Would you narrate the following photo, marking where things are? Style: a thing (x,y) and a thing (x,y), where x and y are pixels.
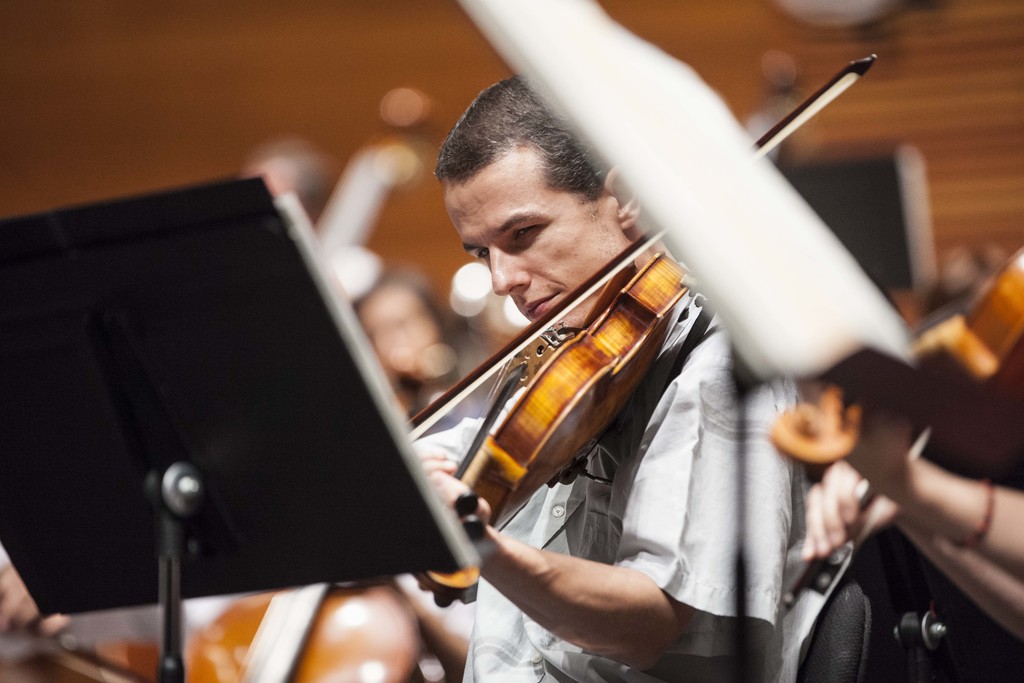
In this picture there is some man (452,460) holding a violin (558,423) his hands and playing it. In front of him there is stand (103,420) for placing the book (316,266). In the background (362,79) we can observe a wall (240,80) here.
